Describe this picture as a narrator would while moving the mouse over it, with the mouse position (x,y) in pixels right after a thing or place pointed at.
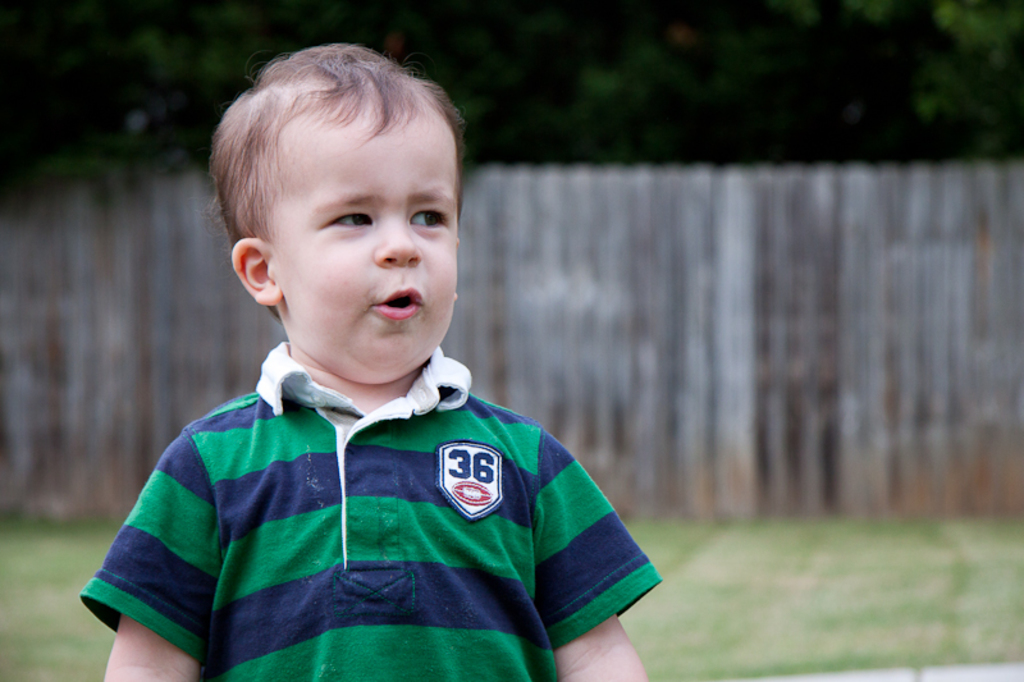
In this image, I can see a boy (408,520) standing. In the background (752,436), there is grass (768,593), wooden fence (667,275) and trees (576,63).
